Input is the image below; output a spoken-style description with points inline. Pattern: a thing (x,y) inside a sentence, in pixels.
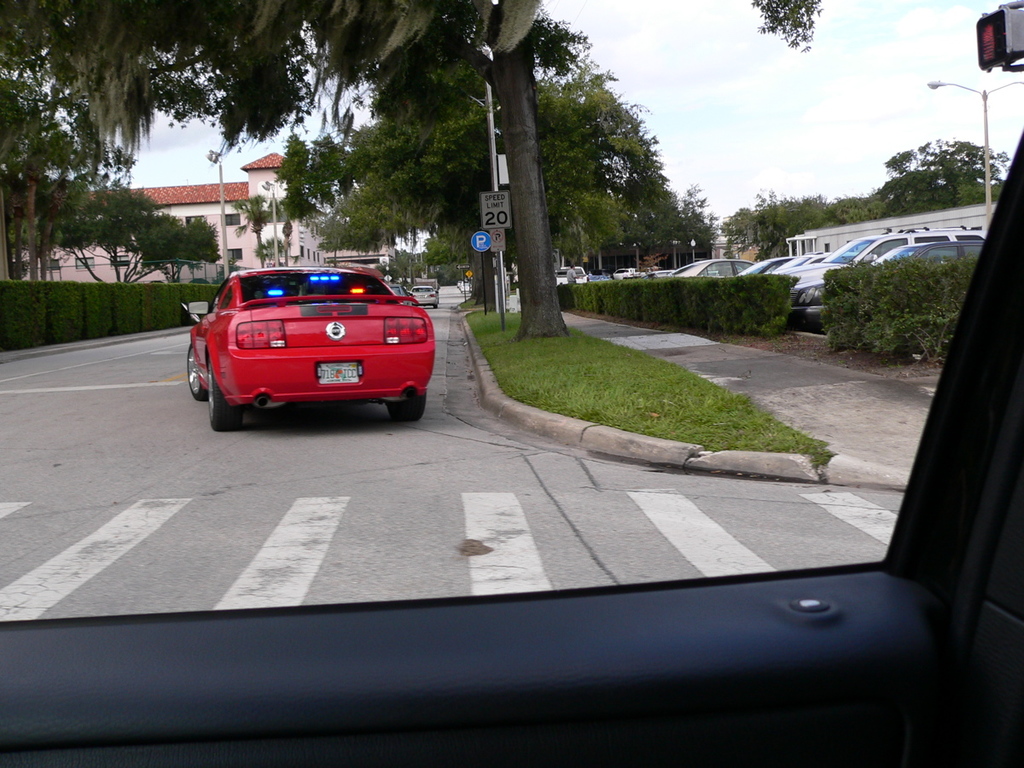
In this image at the bottom (724,654) there is a vehicle (342,641), and in the center (376,352) there is one car (322,335) and on the right side (687,268) and left side (61,226) there are some trees (516,193), buildings (212,183) and some vehicles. At the bottom (146,542) there is a road (128,387) and at the top of the image (678,62) there is sky (686,100), and in the center (472,277) there are some poles (494,154) and boards (492,205).
